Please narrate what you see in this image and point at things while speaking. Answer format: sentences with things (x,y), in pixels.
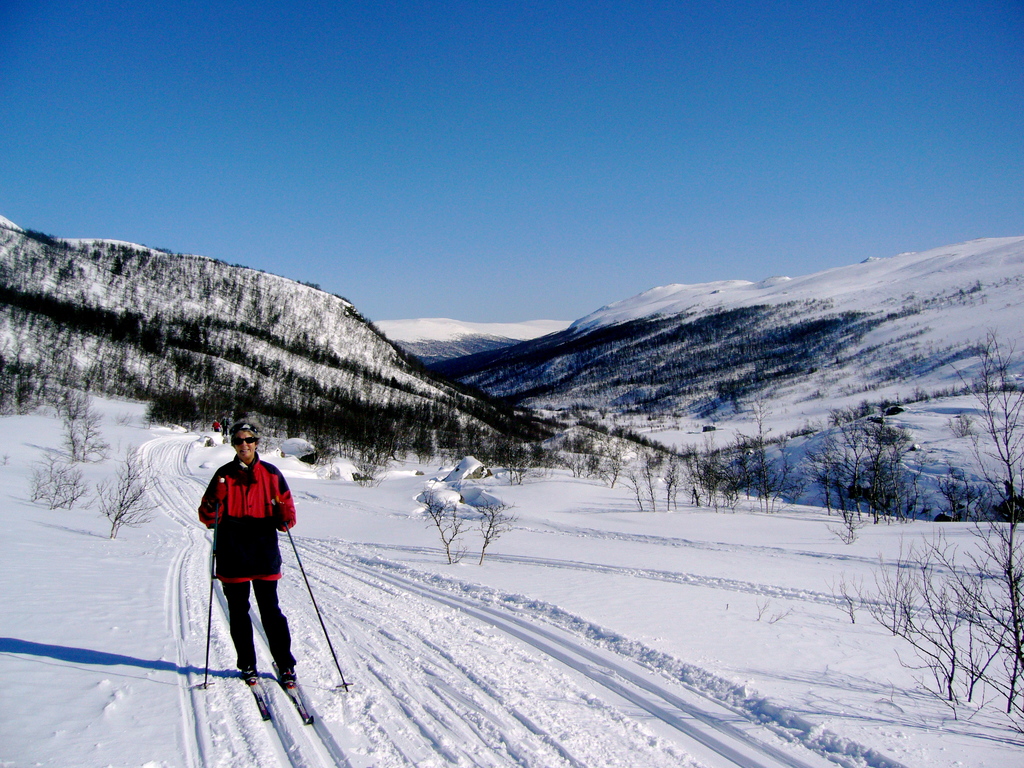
This is an outside view. In this image I can see the snow (502,597) on the ground (513,672). In the background (506,423) there are many trees (245,388). On the left side (262,553) there is a person (271,517) wearing a jacket (252,564), holding two sticks (214,529) in the hands (283,525), standing and giving pose for the picture. At the top of the image (469,116) I can see the sky (383,96).
